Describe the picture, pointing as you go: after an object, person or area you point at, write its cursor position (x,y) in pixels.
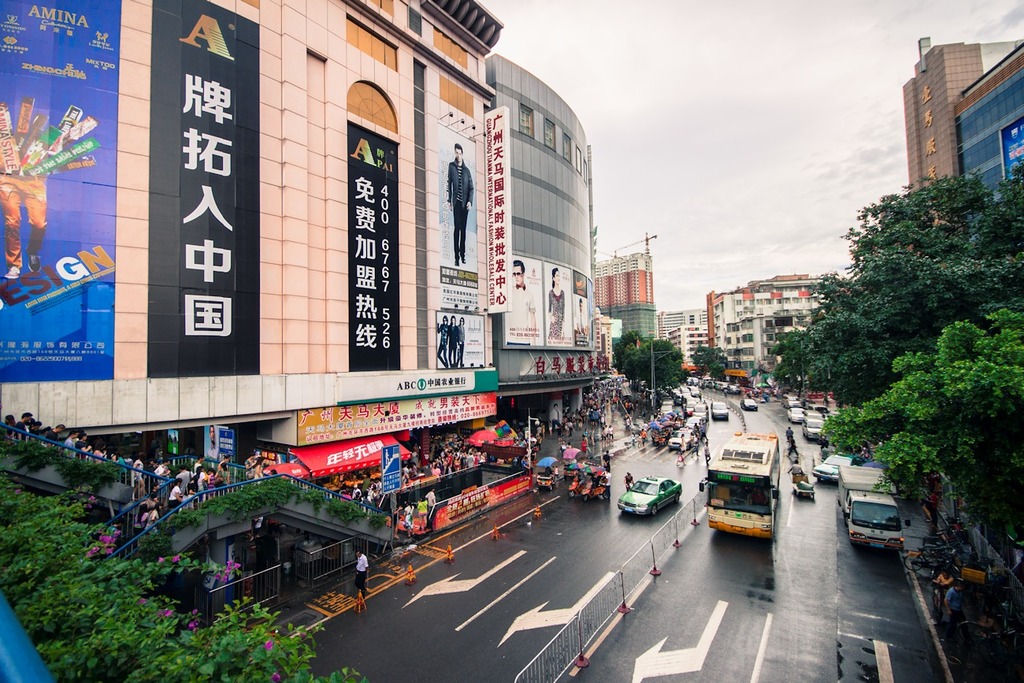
In this image we can see few vehicles (801,493) and metal barricades (576,627) on the road (775,611), there are few people (143,490) on the stairs (248,514), there are few trees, buildings (783,315), a building (232,332) with text (212,148), images (453,195) and lights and the sky (715,210) in the background (735,102).
